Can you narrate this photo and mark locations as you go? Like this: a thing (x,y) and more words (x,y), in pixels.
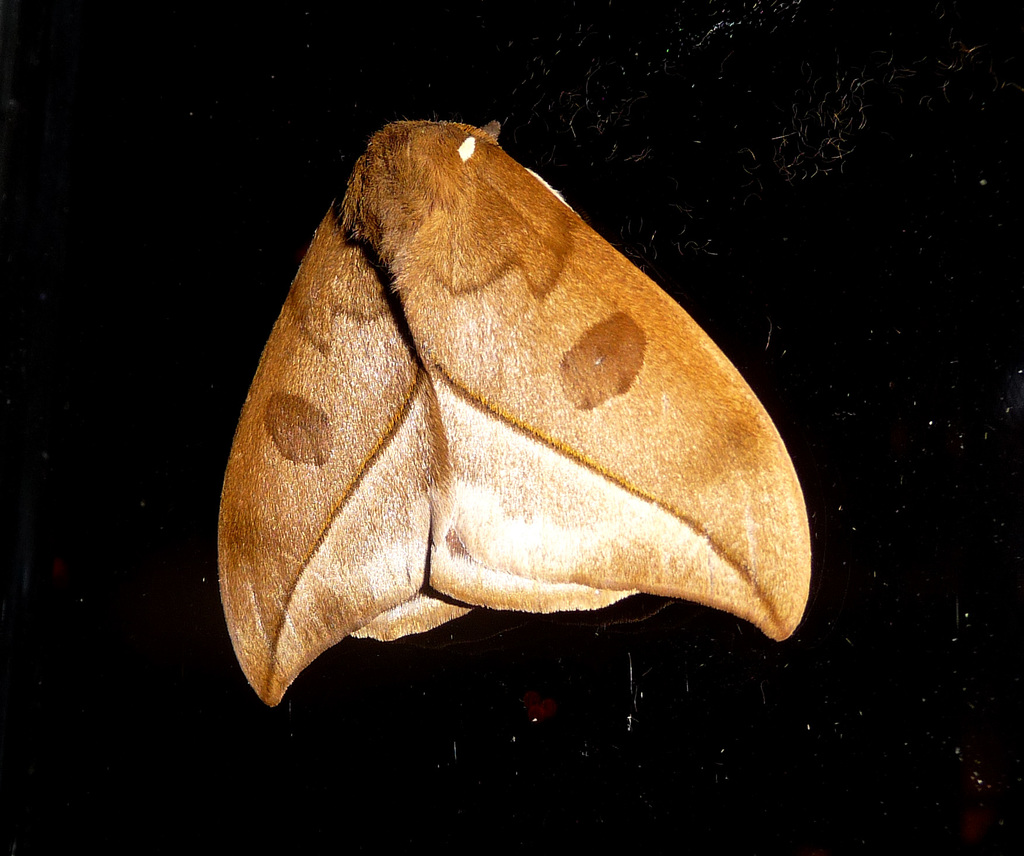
In this picture we can see a moth (460,400).
